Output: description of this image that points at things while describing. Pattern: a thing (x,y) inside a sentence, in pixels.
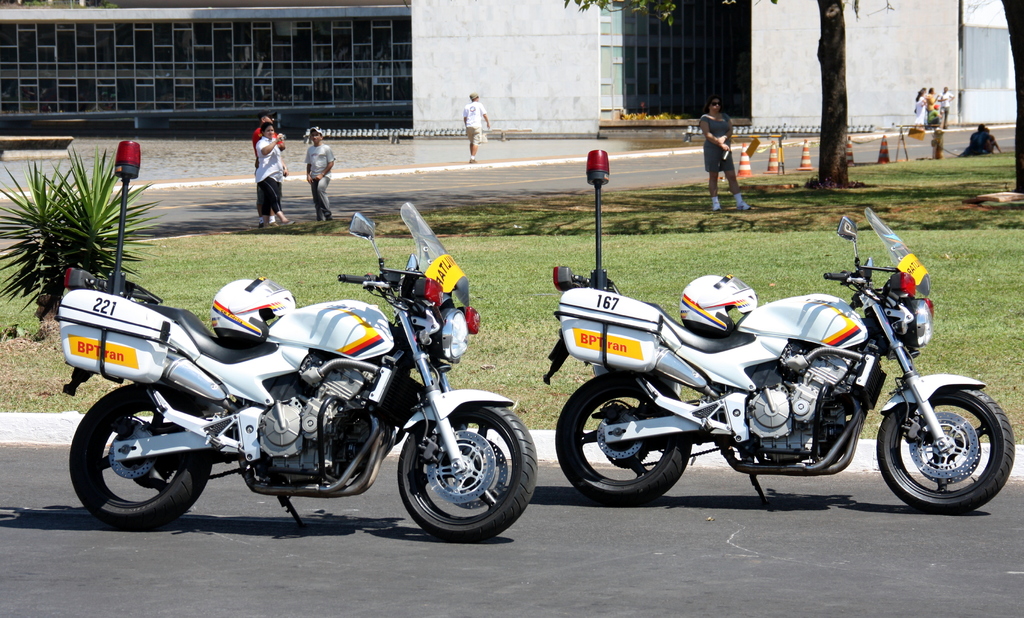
In this picture we can see helmets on bikes (812,414) on the road (363,526), grass (983,184) and plants (61,233). There are people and we can see trees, traffic cones (744,161) and water (225,147). In the background of the image (959,83) we can see building (547,72).
